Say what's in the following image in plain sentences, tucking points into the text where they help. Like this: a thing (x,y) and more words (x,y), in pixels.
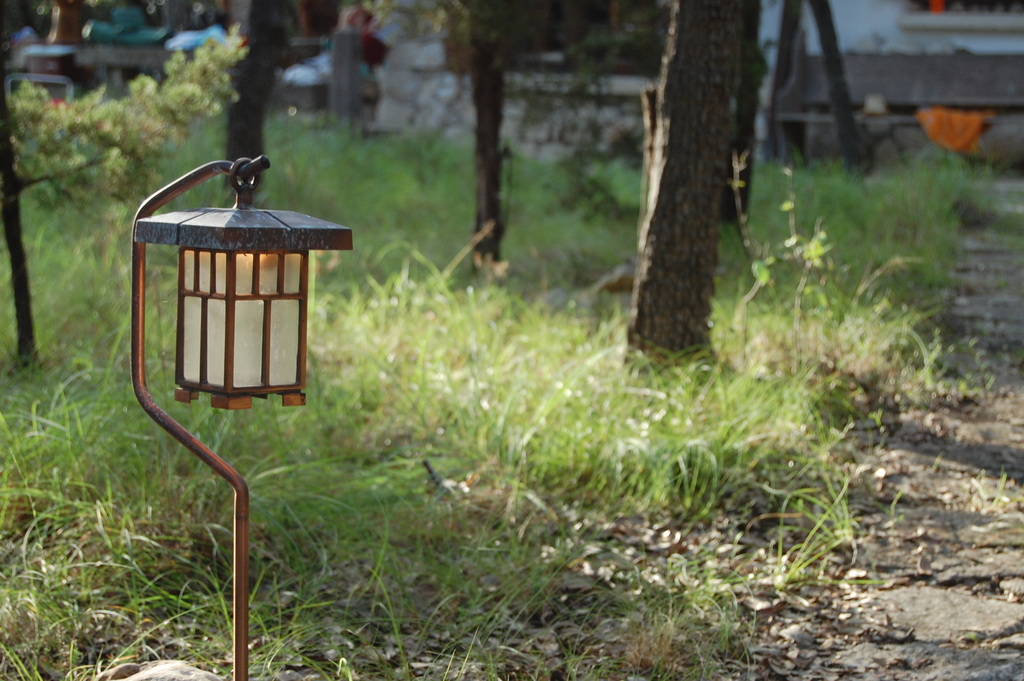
In this picture there is a light (266,285) attached to a iron rod (214,457) towards the left (246,584). At the bottom (444,472) there is grass (557,478). On the top (283,65) there are plants (244,80) and building (443,63).
